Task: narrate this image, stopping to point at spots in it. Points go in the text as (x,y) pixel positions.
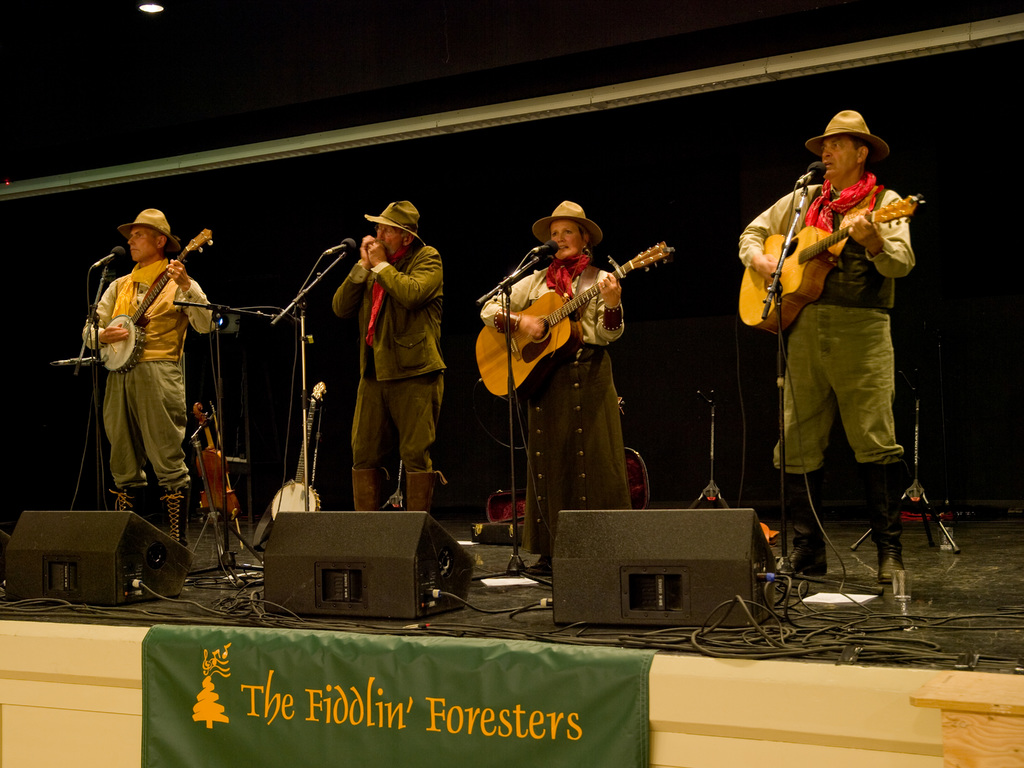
In this image I can see four people (404,391) standing in-front of the mic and playing the musical instruments (563,322).
